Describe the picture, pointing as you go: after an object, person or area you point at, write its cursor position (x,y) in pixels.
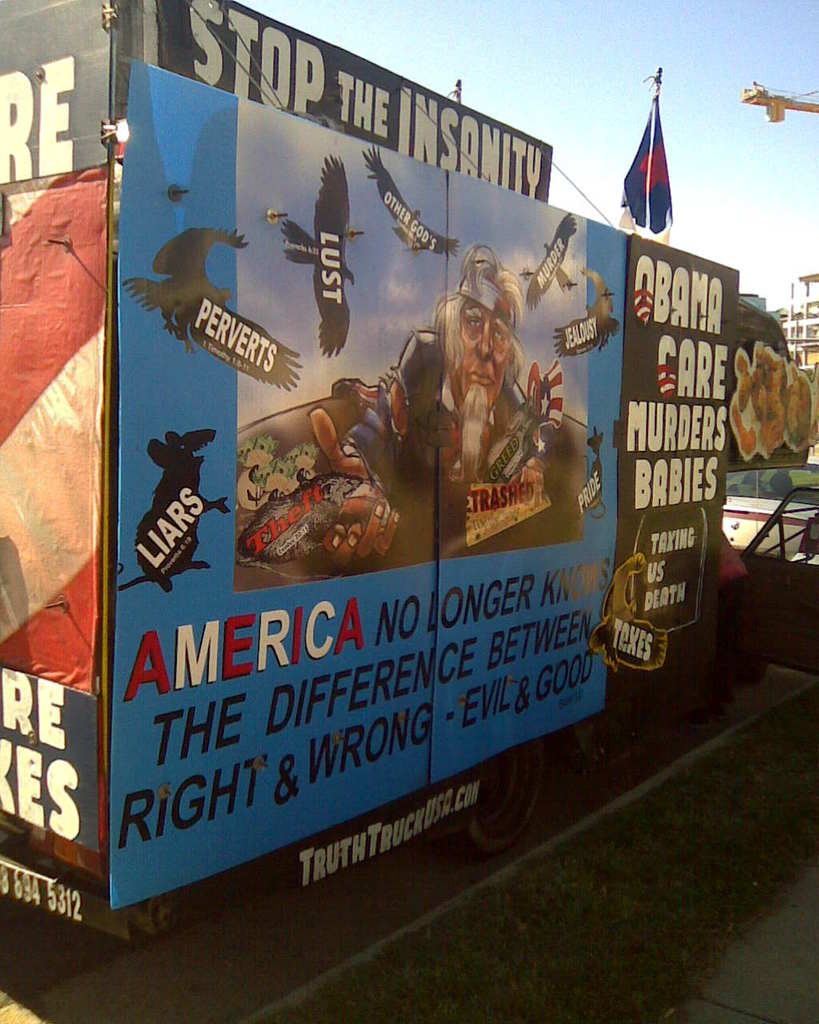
In this image there is a truck (483,679) on which there is a cartoon image (398,320) of person (368,383), text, the sky (354,361), bird (578,348), at the top (634,43) there is the sky (750,43), on the right side (803,331) there is a building (814,345).
